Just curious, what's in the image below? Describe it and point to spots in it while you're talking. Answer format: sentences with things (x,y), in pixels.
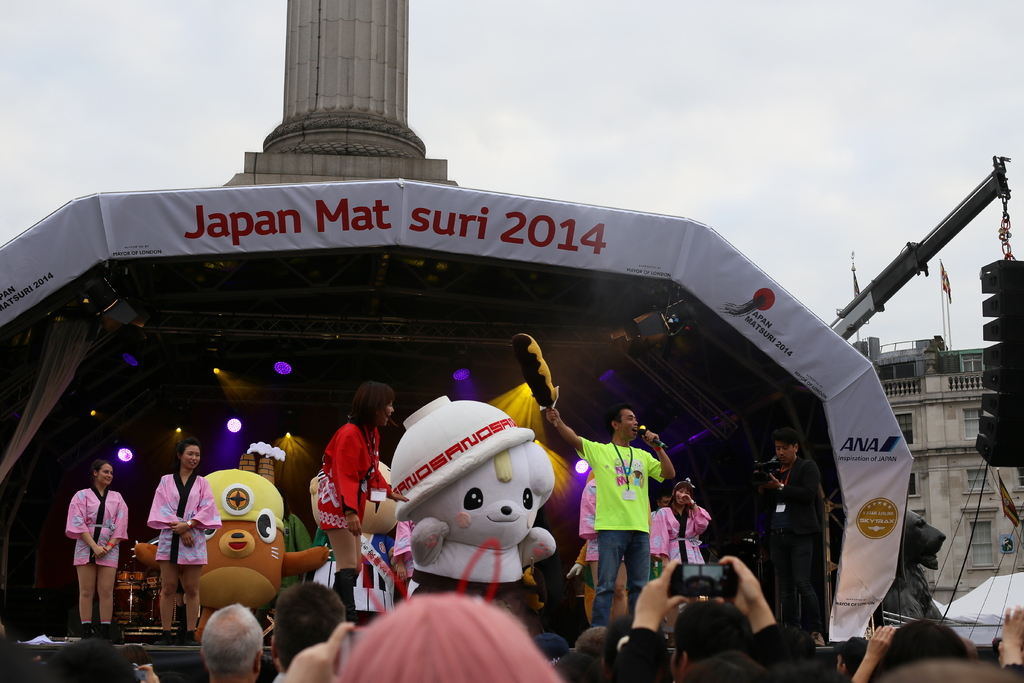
As we can see in the image there are group of people (12,676), doll statues (476,531), mobile phone (712,585), banner (770,313), buildings (939,402) and at the top (184,66) there is sky (243,94).
